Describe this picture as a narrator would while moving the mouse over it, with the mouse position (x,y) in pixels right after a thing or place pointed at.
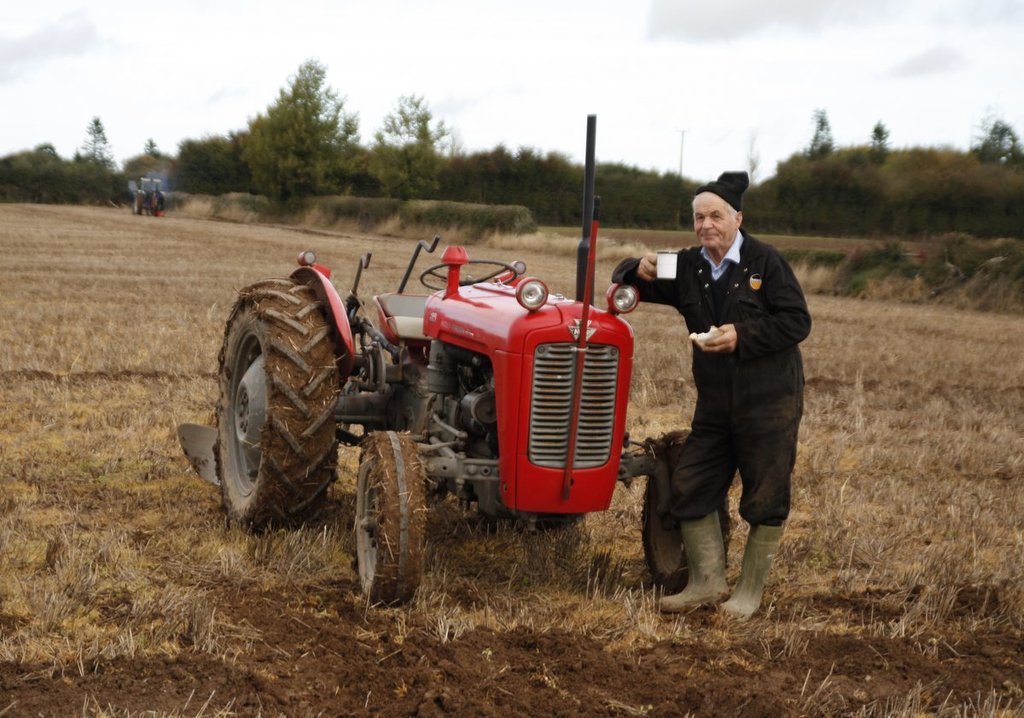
In the center of the image (413,414) there is a tractor (401,404). On the right (755,583) we can see a man (753,518) standing and holding a cup (662,276) in his hand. In the background (405,220) there are trees (120,193), vehicle (138,210), grass (373,225) and sky (497,114).
